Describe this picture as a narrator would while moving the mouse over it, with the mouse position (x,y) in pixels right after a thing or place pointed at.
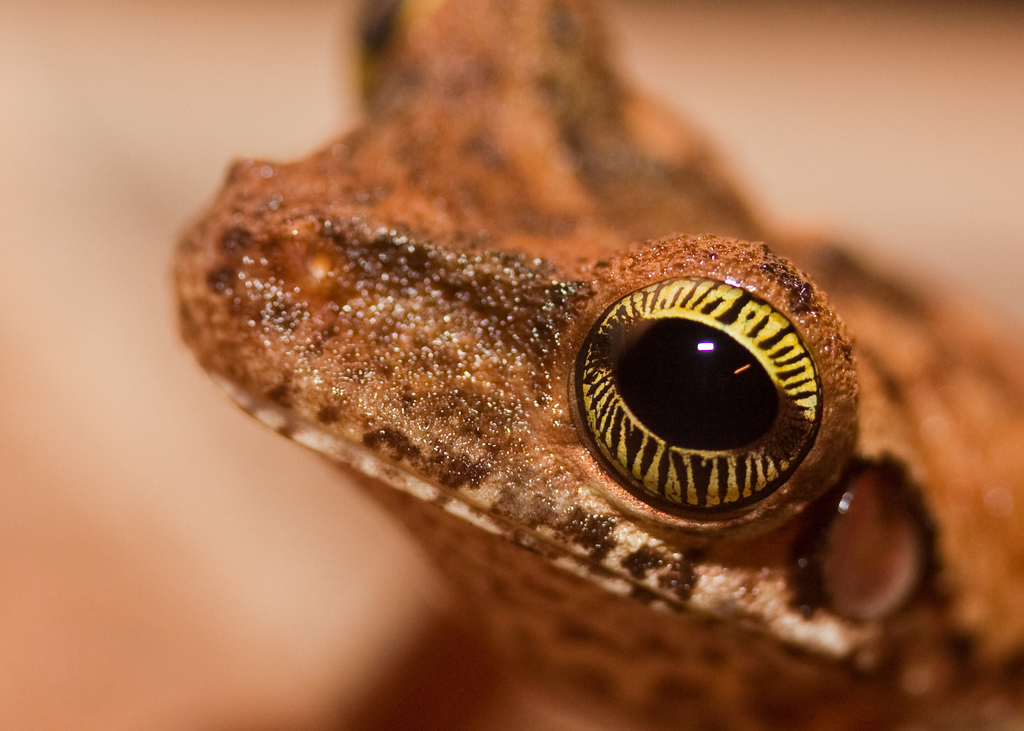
In this image, I can see the face (507,520) of the frog (486,550). The background (98,105) looks blurry.
